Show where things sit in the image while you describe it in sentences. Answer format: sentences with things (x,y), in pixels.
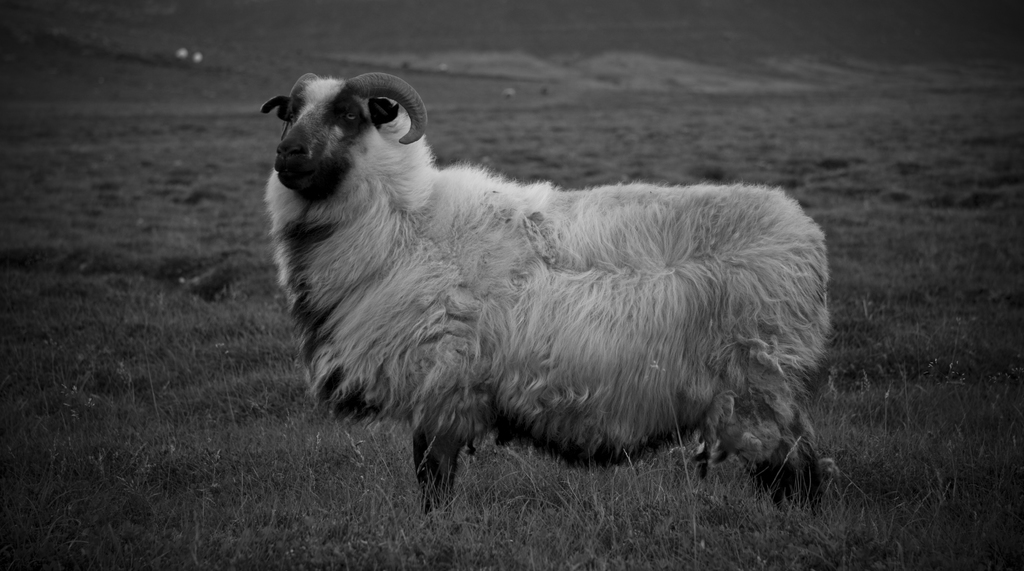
In the center of the image (450,292) there is a sheep (463,362). At the bottom (394,482) we can see grass (629,487).
